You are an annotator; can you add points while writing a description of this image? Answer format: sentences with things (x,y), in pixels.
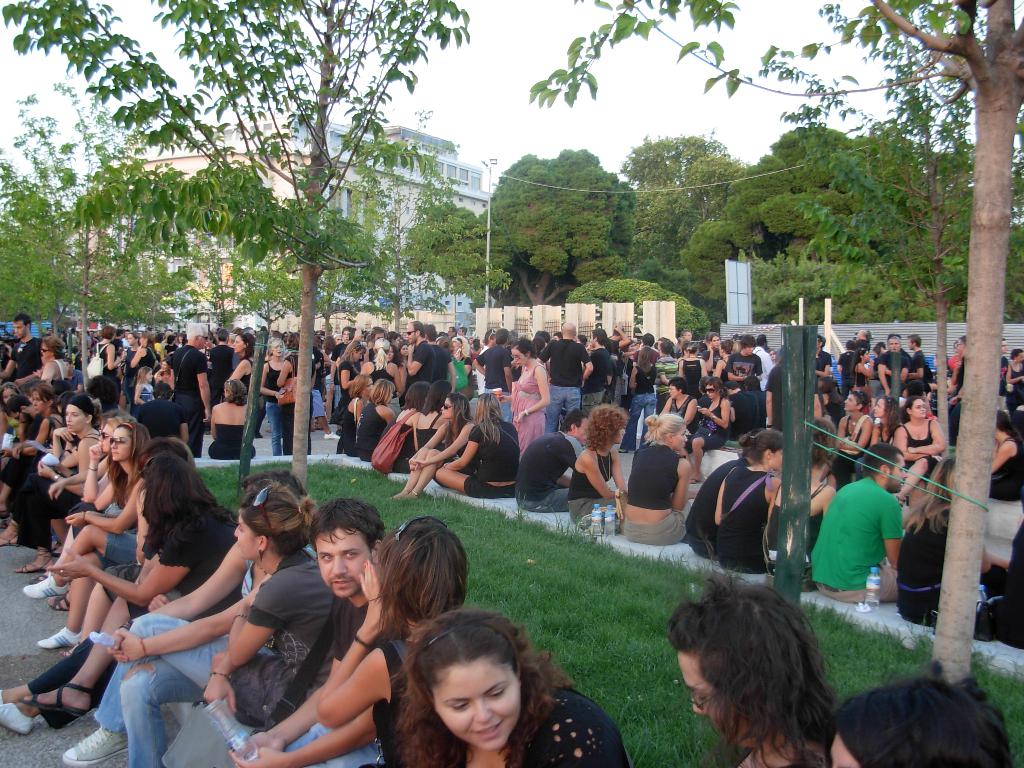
In this picture we can see a few people (933,760) are sitting on the path (15,582). There are some bottles (979,608) visible on the path (272,457). We can see a few trees (461,257) and a building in the background (546,262).
